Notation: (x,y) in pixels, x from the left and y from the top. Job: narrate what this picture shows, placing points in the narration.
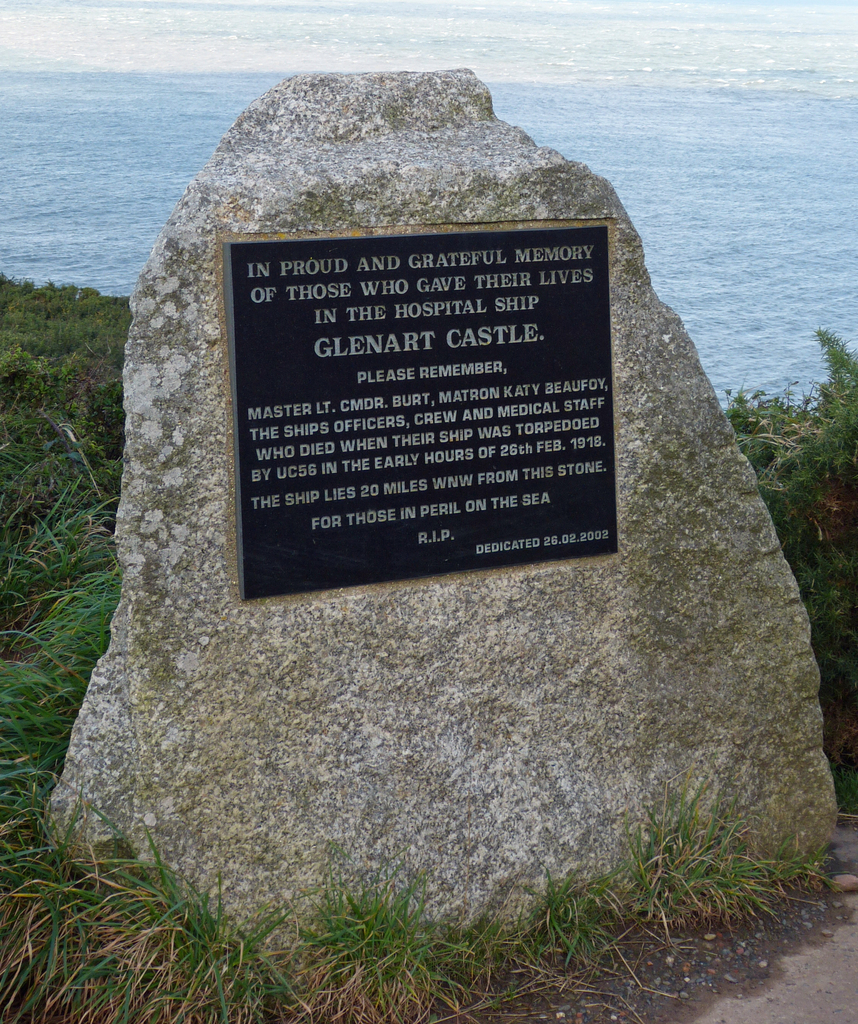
In this image, this looks like a memorial stone (498,431), which is attached to the rock (449,143). This is the grass (543,952). I think this is the sea (711,117) with the water (433,20) flowing.
